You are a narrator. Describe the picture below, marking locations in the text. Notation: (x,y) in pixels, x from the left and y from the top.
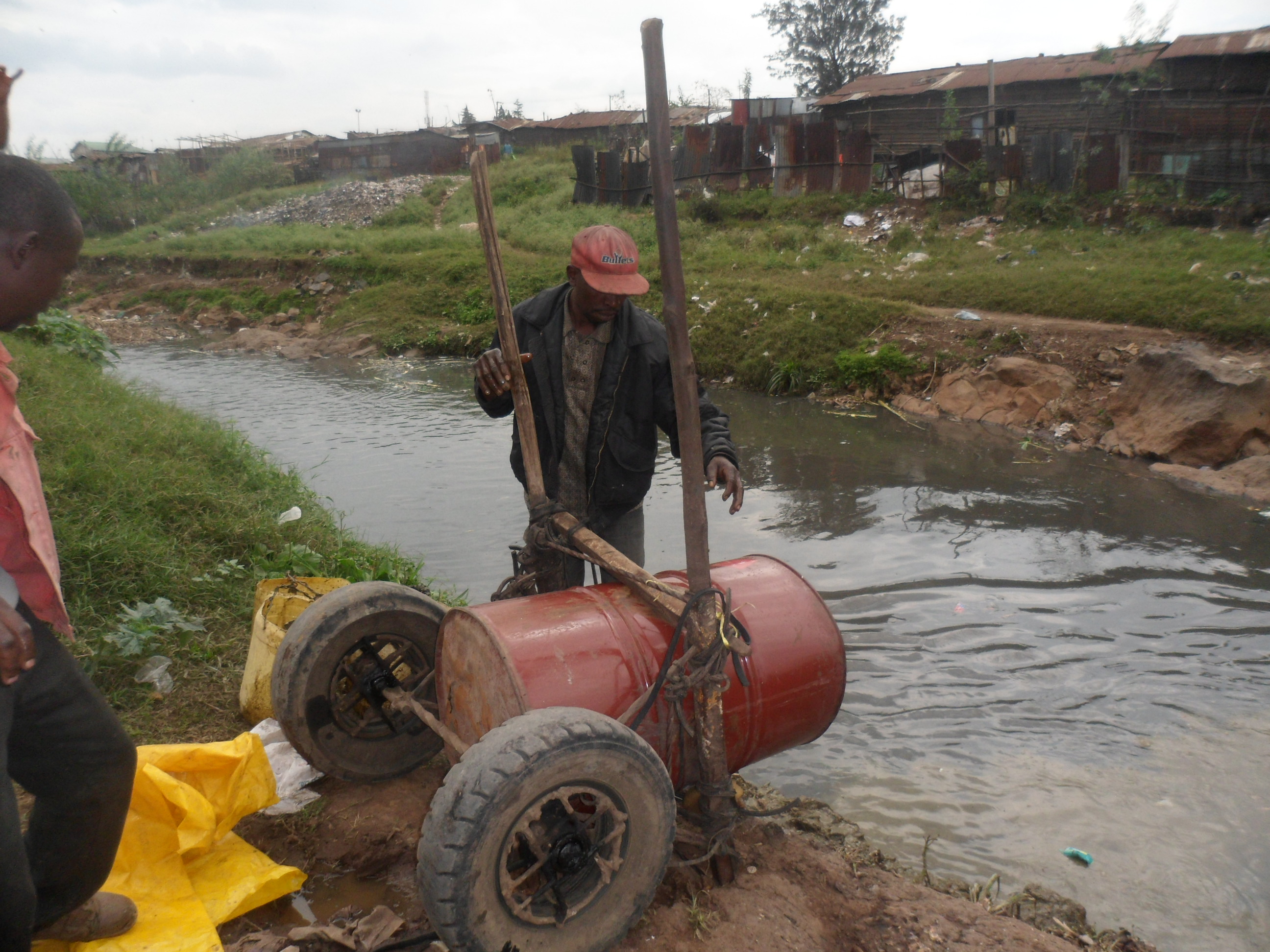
In this image, we can see two persons (50,658). Here a person (539,423) is holding a rods (517,363). At the bottom (438,888), we can see wheels (571,831), barrel (646,726), ropes (686,726), yellow sheet (176,824) and water (888,819). Background we can see grass (176,676), plants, rocks (1256,470), houses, trees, few objects (709,189) and sky (399,27).
